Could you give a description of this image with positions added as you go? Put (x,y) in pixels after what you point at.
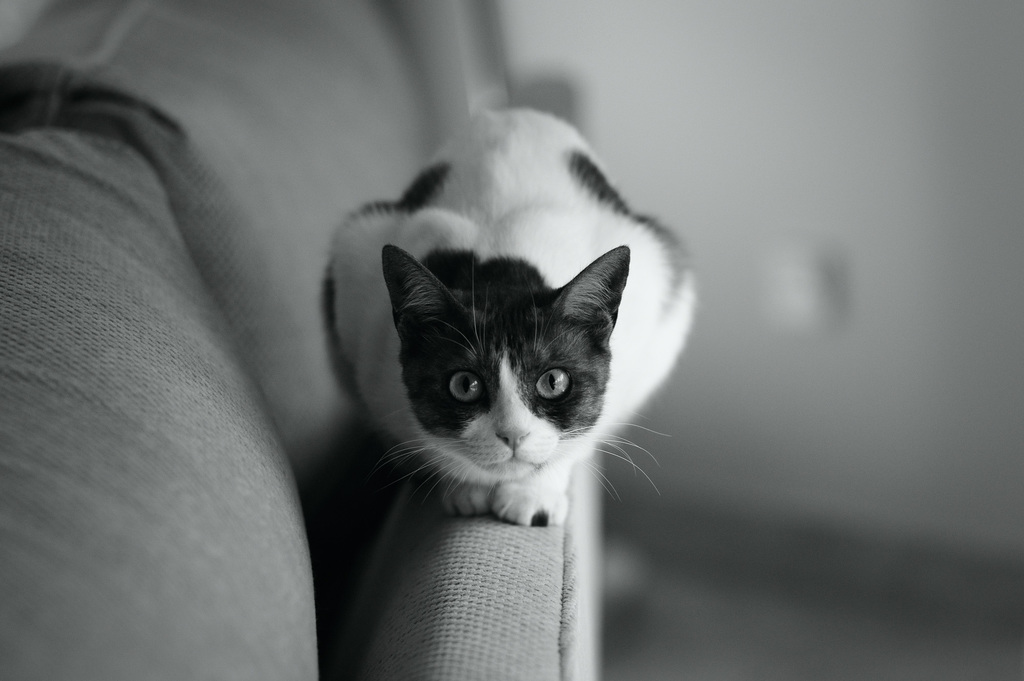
In the image we can see there is a cat (502,278) which is sitting on the sofa (513,643) and the image is in black and white colour.
